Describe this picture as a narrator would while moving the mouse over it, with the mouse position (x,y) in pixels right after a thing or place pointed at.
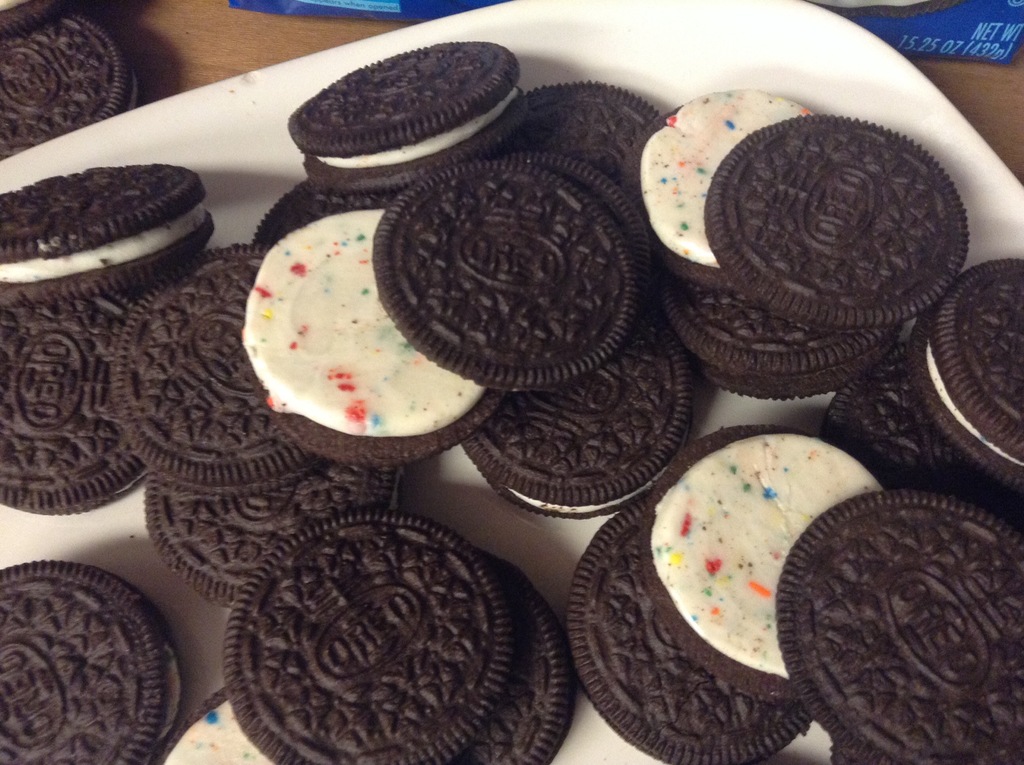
In this picture these are the Oreo biscuits (385,380) with white cream (348,320). This is the tray (656,51). And this is the table (175,36).
